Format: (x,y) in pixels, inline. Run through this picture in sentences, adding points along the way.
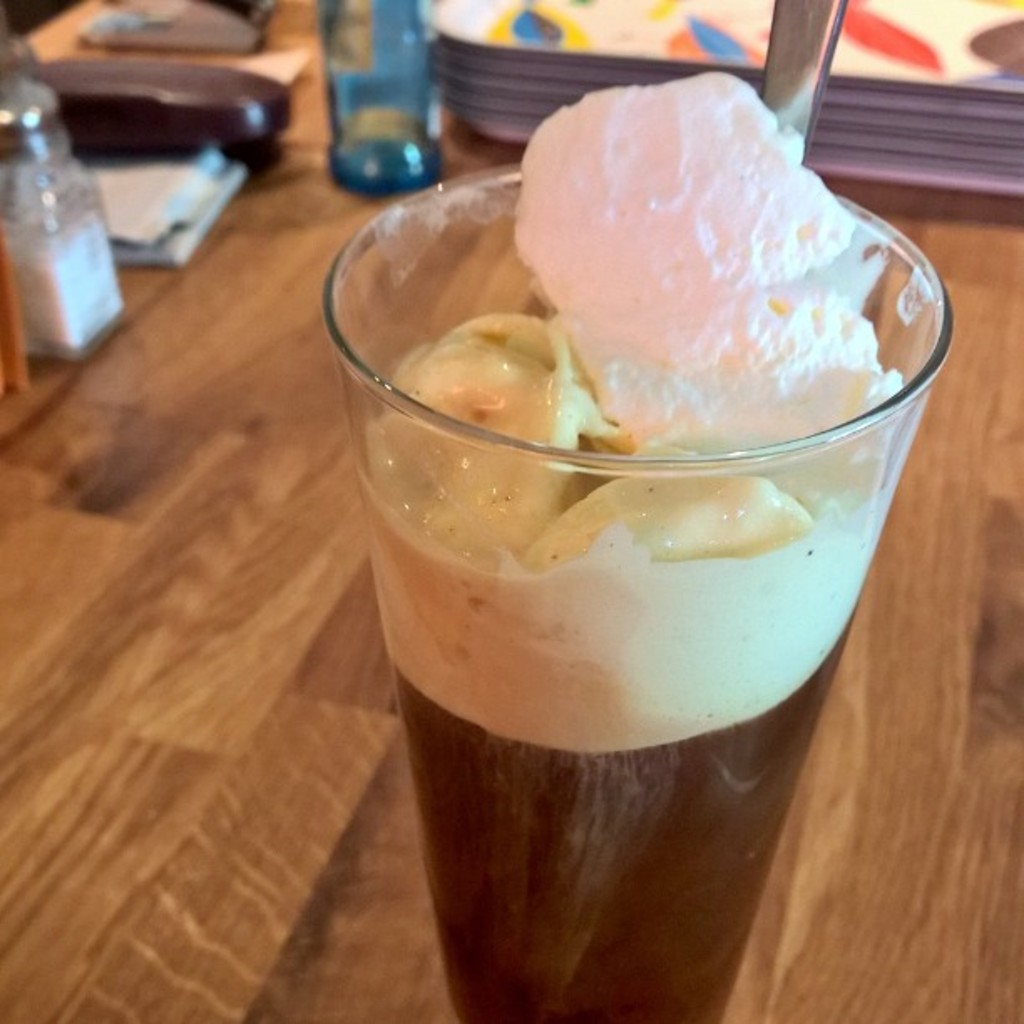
This is a glass (578,454) in which there is ice cream (627,617) and liquid (681,750) and a spoon (775,98) which is on the table (919,728).
